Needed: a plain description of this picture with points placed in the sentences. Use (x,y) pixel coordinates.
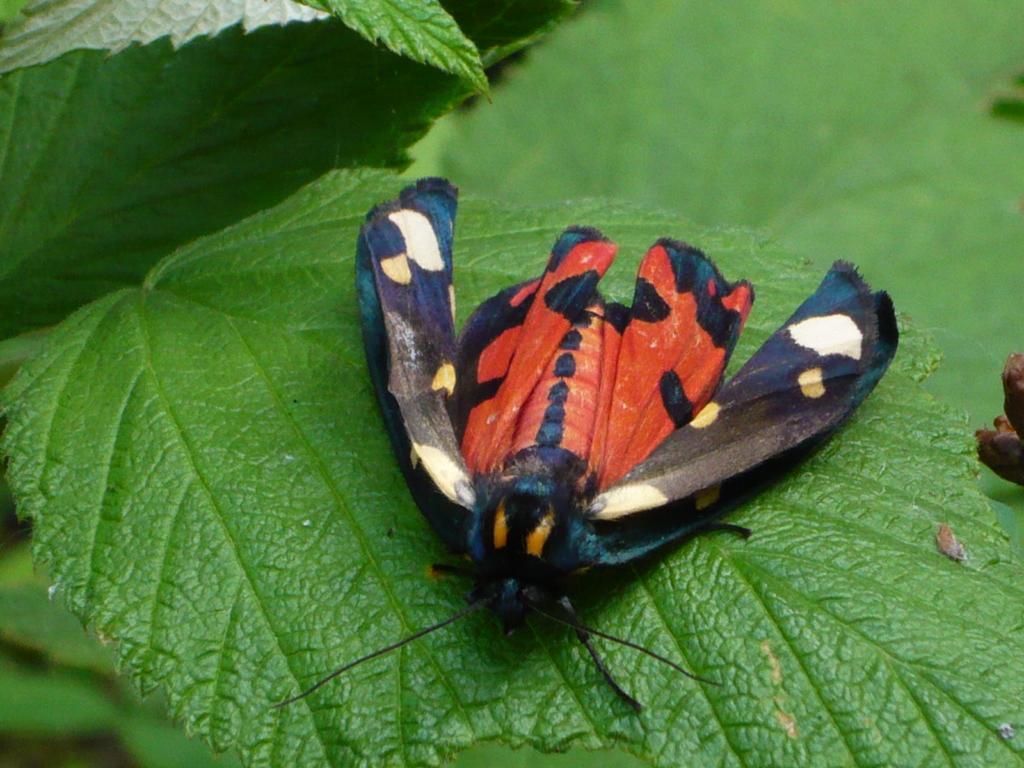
In the center of the image (574,447) we can see a moth (575,519) on the leaf (491,621).
